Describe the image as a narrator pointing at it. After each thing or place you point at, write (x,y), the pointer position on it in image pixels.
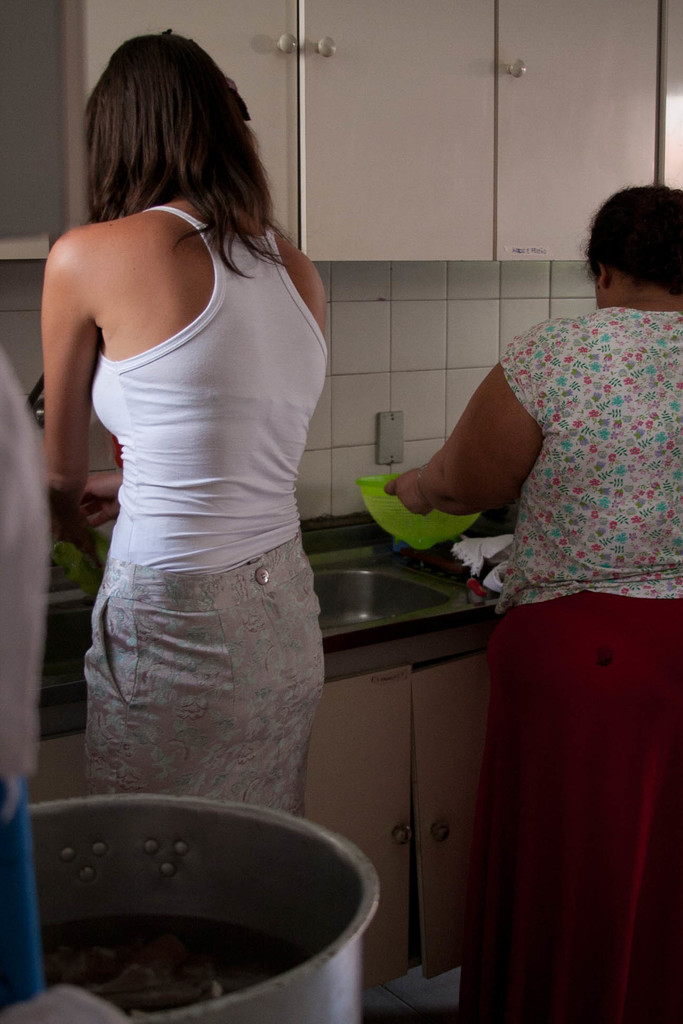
On the left side (225,96), there is a woman (188,134) in a white color T-shirt (227,390), standing. Behind her, there is a tin (259,881). On the right side (574,761), there is another woman (665,746) holding a green color bowl (441,536) and standing in front of a table (511,526), on which there is a sink (408,574). This table (387,626) is a having cupboard (477,690). Above this table (387,782), there are cupboards (378,2) attached to the white wall (433,336).
